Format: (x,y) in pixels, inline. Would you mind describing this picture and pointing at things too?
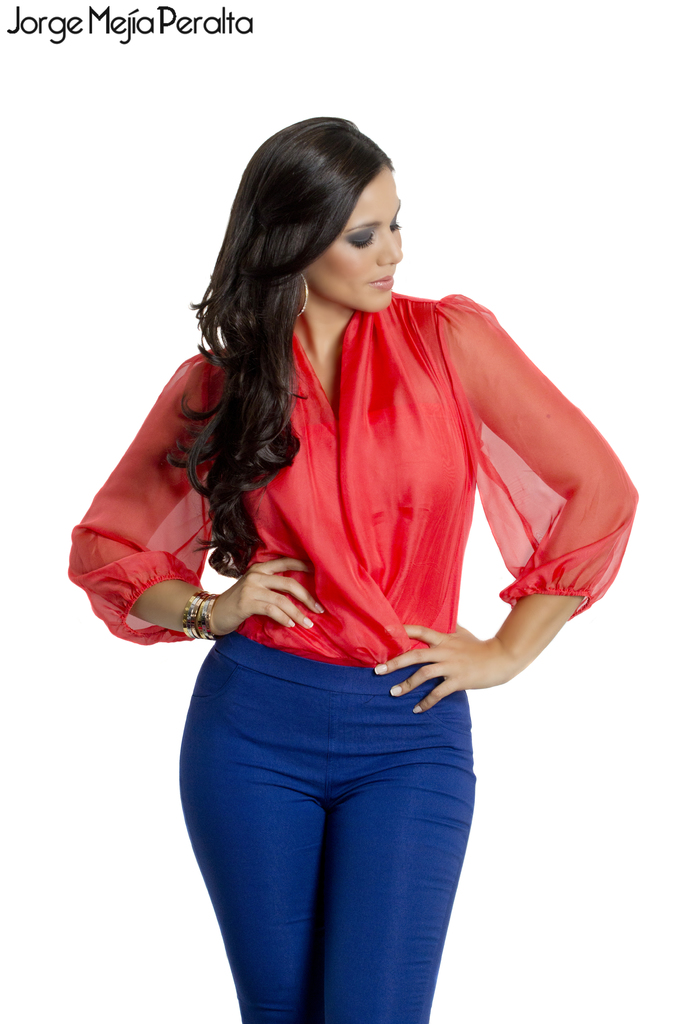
In this image there is a woman (322,583) standing. At the top left side of the image (224,16) there is some text (17,24).
